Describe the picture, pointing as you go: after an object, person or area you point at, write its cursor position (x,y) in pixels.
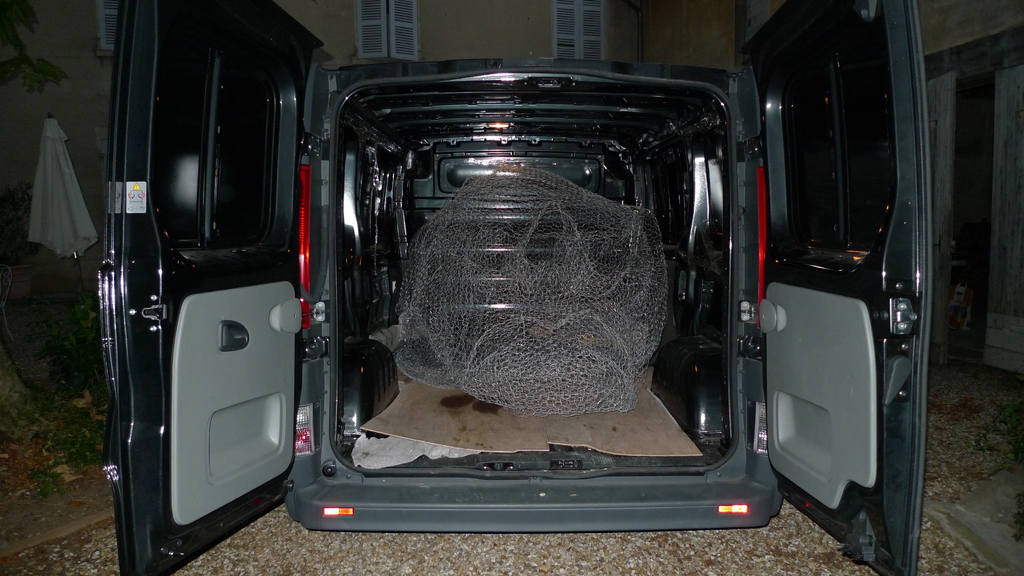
In this image there is a vehicle (324,285), there are objects (426,324) inside the vehicle (190,284), there is an umbrella (70,223), there are plants (74,383), there is wall (991,117) truncated towards the right of the image (1003,265), there are windows (393,38) truncated towards the top of the image (390,21), there is the wall (502,28) truncated towards the top of the image (530,25).
